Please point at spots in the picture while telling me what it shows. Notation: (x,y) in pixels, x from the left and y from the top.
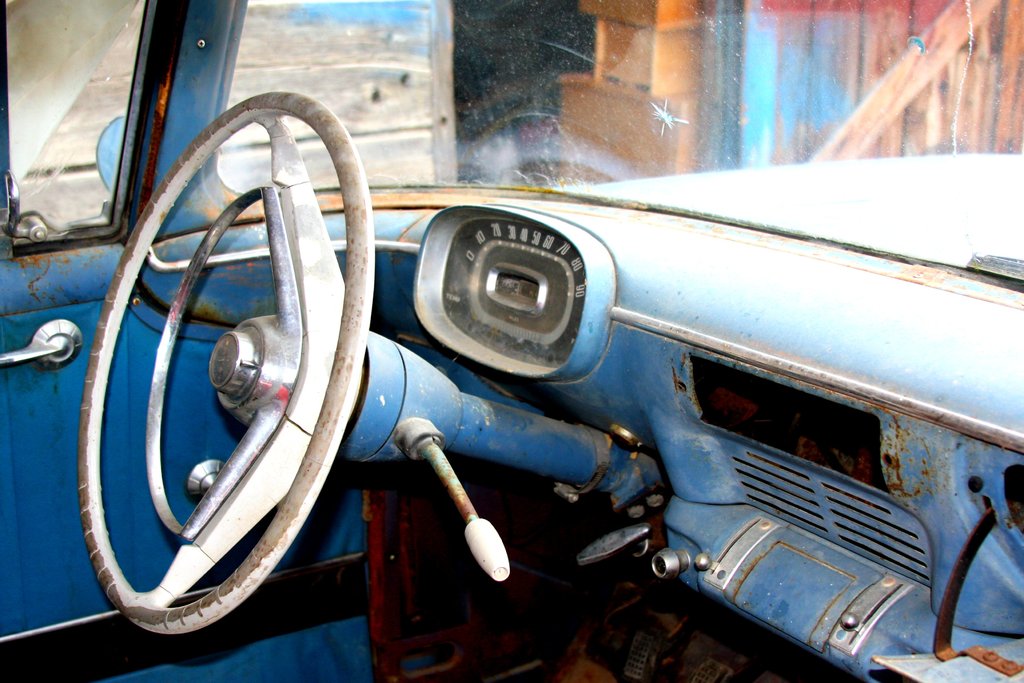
This image is taken in a car (791,378). In the middle of the image (346,348) there is a steering (321,391) and a horn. At the top of the image (625,99) there is a windshield (573,98) and we can see a wooden wall (428,104) through the windshield (455,90).
